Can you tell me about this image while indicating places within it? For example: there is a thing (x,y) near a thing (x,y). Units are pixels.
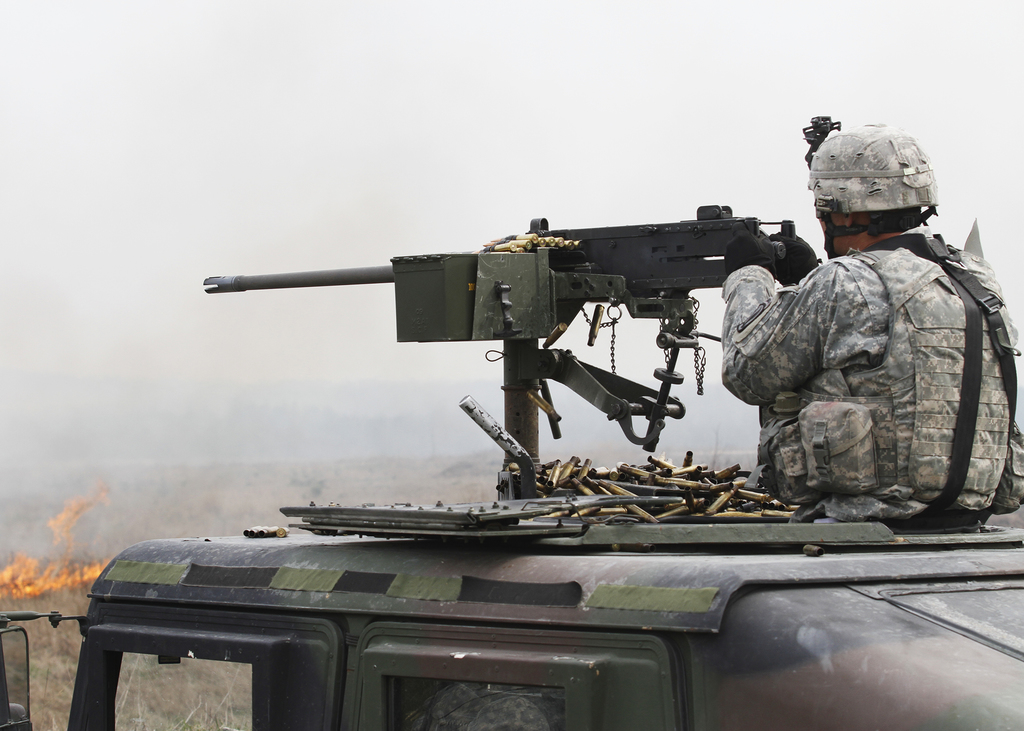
In the picture we can see a army vehicle (536,630) on the top of it we can see a army man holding a gun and firing and near to the gun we can see many bullets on the vehicle (617,575) and in the background (5,567) we can see fire (35,584).
